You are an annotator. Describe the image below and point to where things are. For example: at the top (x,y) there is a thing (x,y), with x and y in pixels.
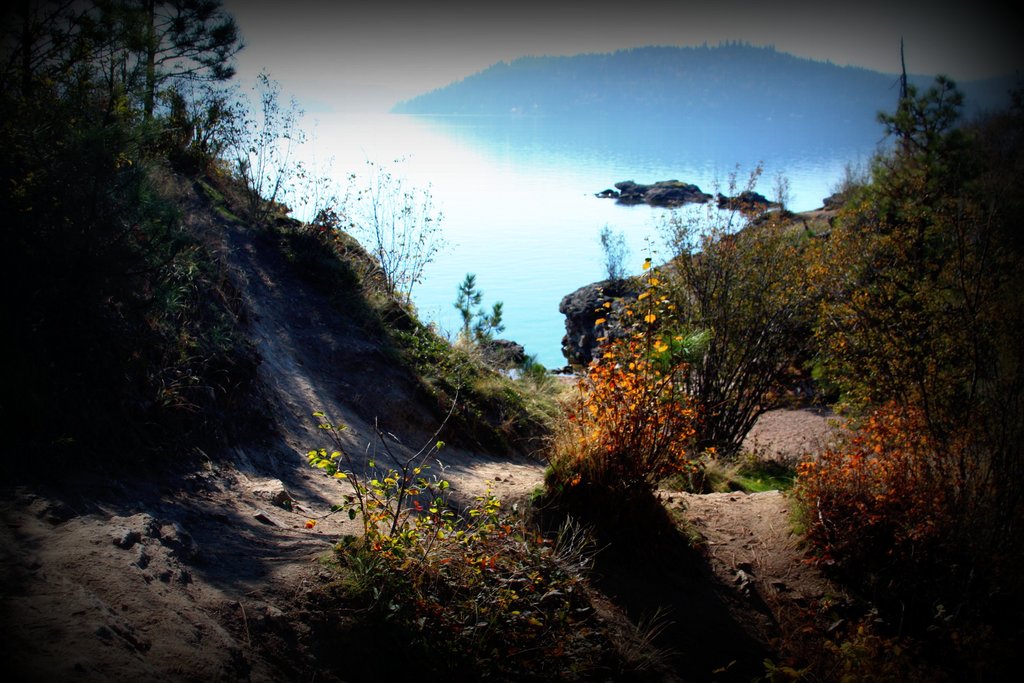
In this image we can see the flowers (626,427) on the right side (852,418). Here we can see the trees (151,72) on the left side (130,192) and the right side (710,350) as well. In the background (541,214), we can see the ocean (543,165).
